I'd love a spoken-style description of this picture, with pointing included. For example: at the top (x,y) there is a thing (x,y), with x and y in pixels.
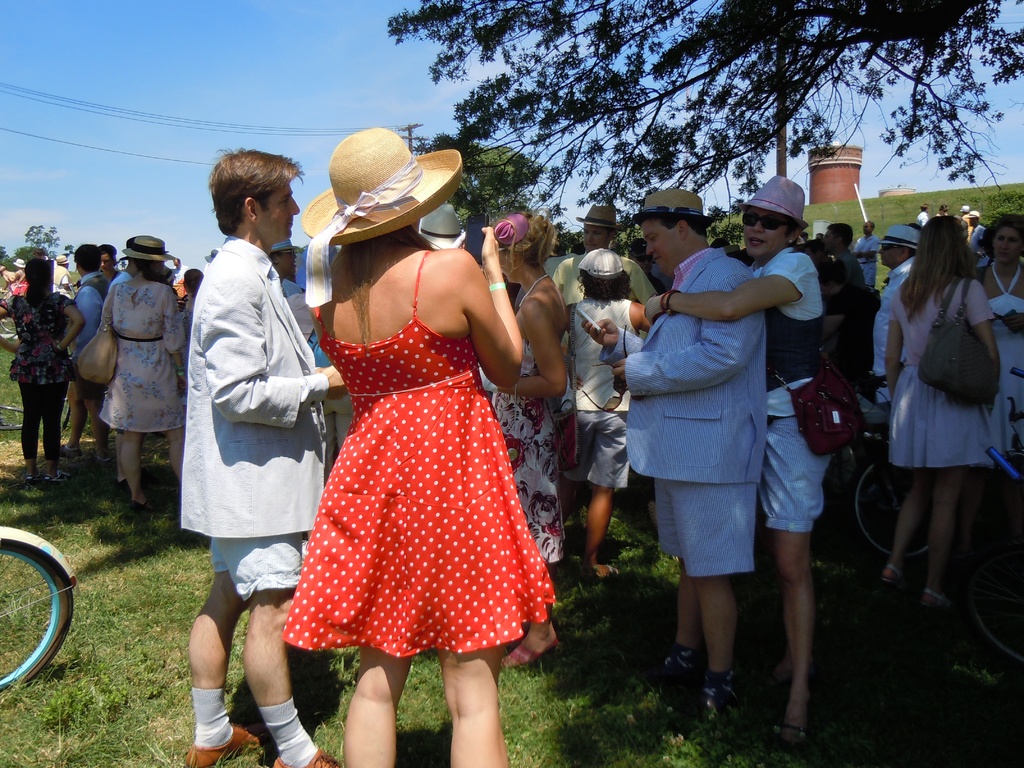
In this image there are many people (414,317). Few of them are wearing hats (407,181). Here there are trees (587,118). This is looking like a tower (823,181).
